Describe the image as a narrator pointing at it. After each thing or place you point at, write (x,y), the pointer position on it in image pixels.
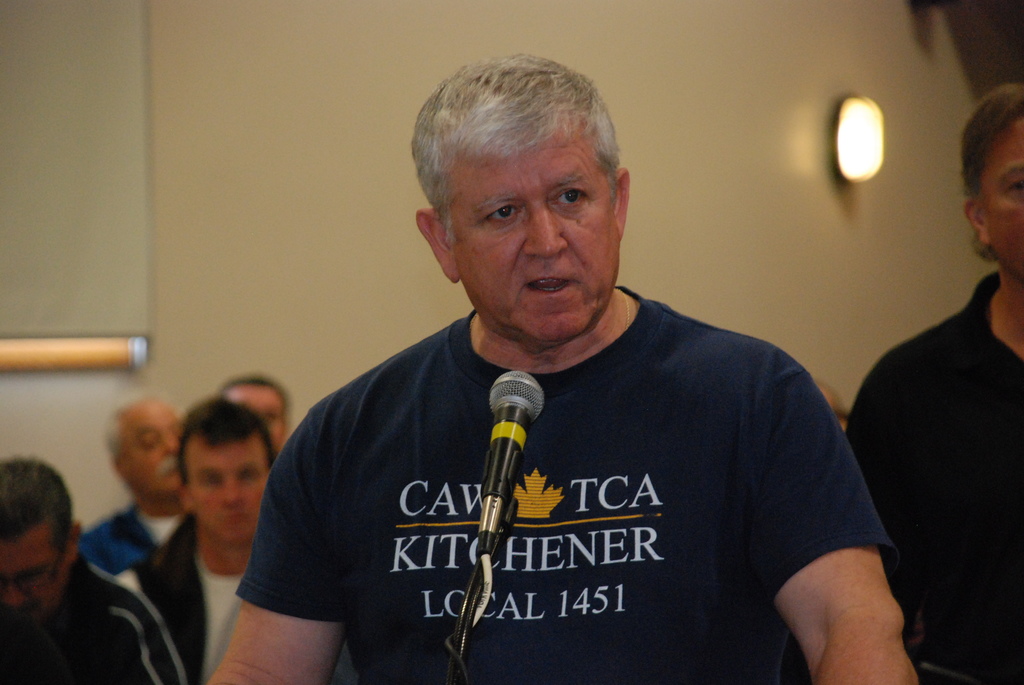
In this picture I can see there is a man (616,344) standing and speaking into microphone (490,510) and there is a person (935,330) standing on to right (972,446) and there are few people (46,517) sitting here and there is a wall (966,84) with a lamp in the backdrop (574,6).
